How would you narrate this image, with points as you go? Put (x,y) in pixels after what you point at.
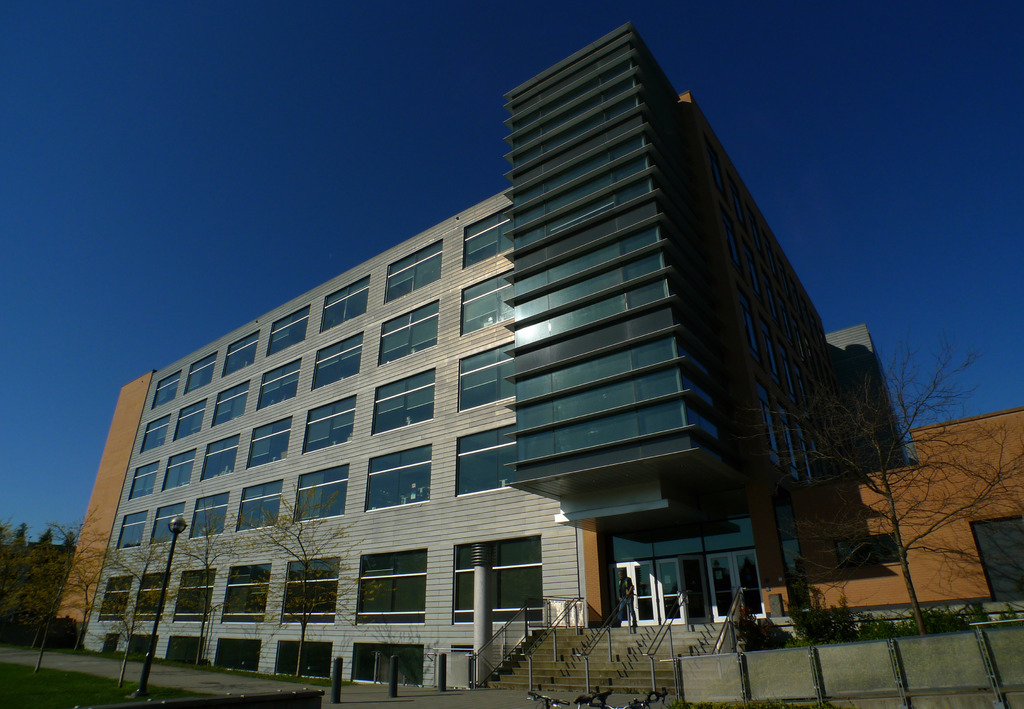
Building (402,416) with glass windows (327,427). Here we can see a person (631,596), steps (646,625), light pole (152,652), plants (916,623) and trees (59,587). Sky (452,48) is in blue color.
